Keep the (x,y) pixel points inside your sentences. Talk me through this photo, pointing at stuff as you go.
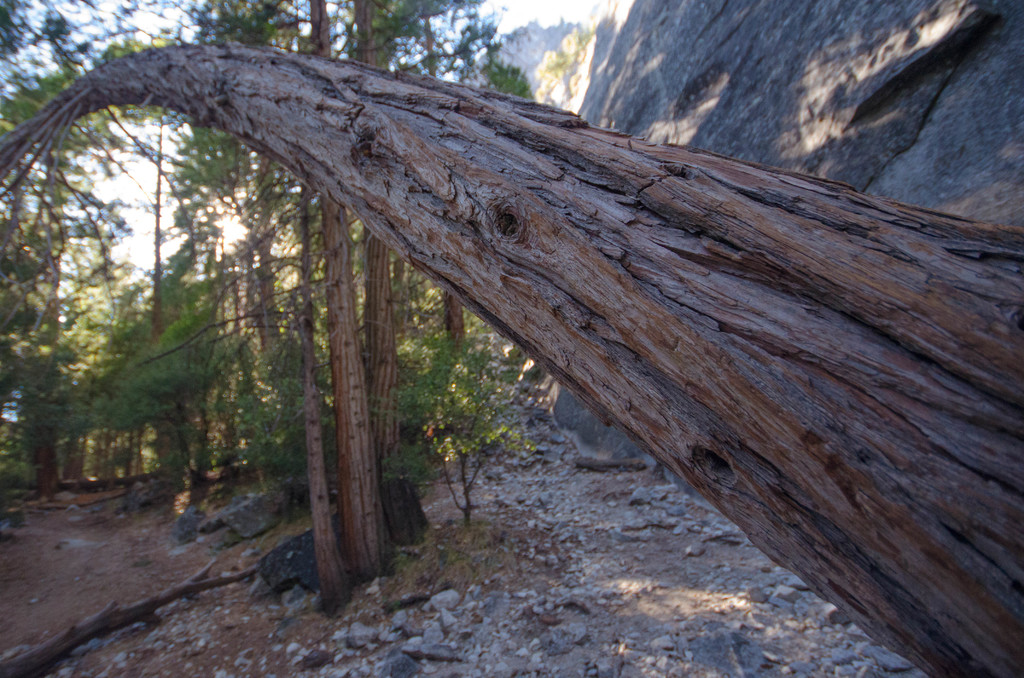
In this picture we can see the tree trunk (578,308) in the front (829,439). Behind there is a rock mountain (665,120) and some trees (253,349).
